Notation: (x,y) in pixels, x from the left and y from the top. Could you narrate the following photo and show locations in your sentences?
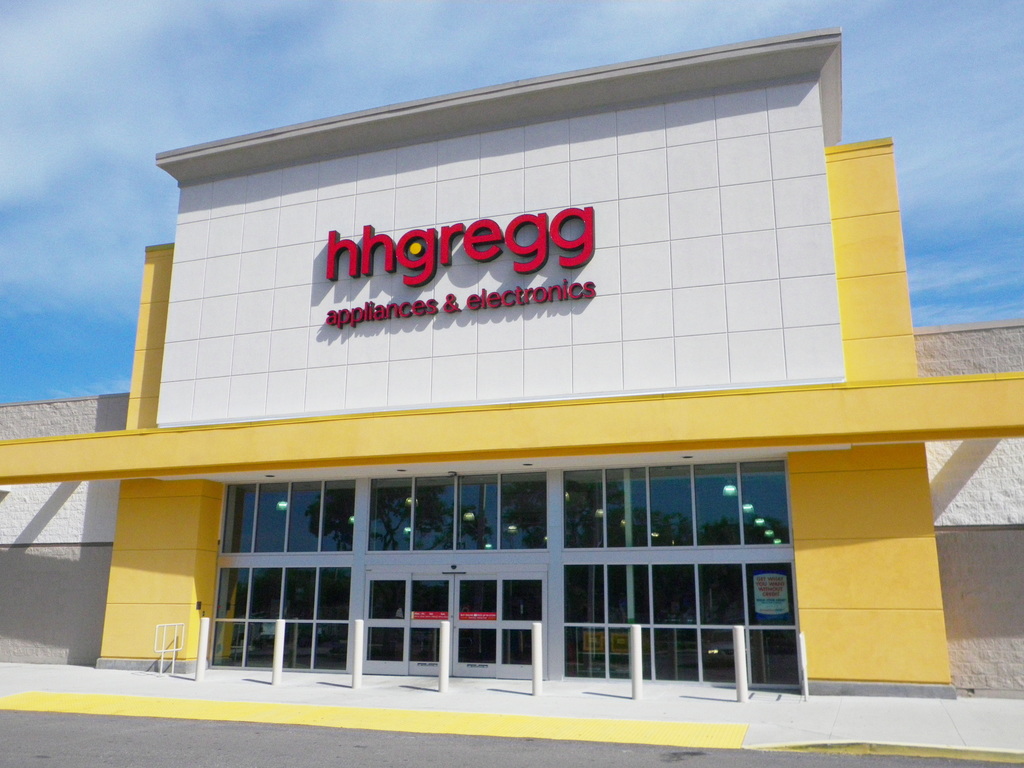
In this image there is a building (430,433). In the background (148,110) there is a sky (256,62).
